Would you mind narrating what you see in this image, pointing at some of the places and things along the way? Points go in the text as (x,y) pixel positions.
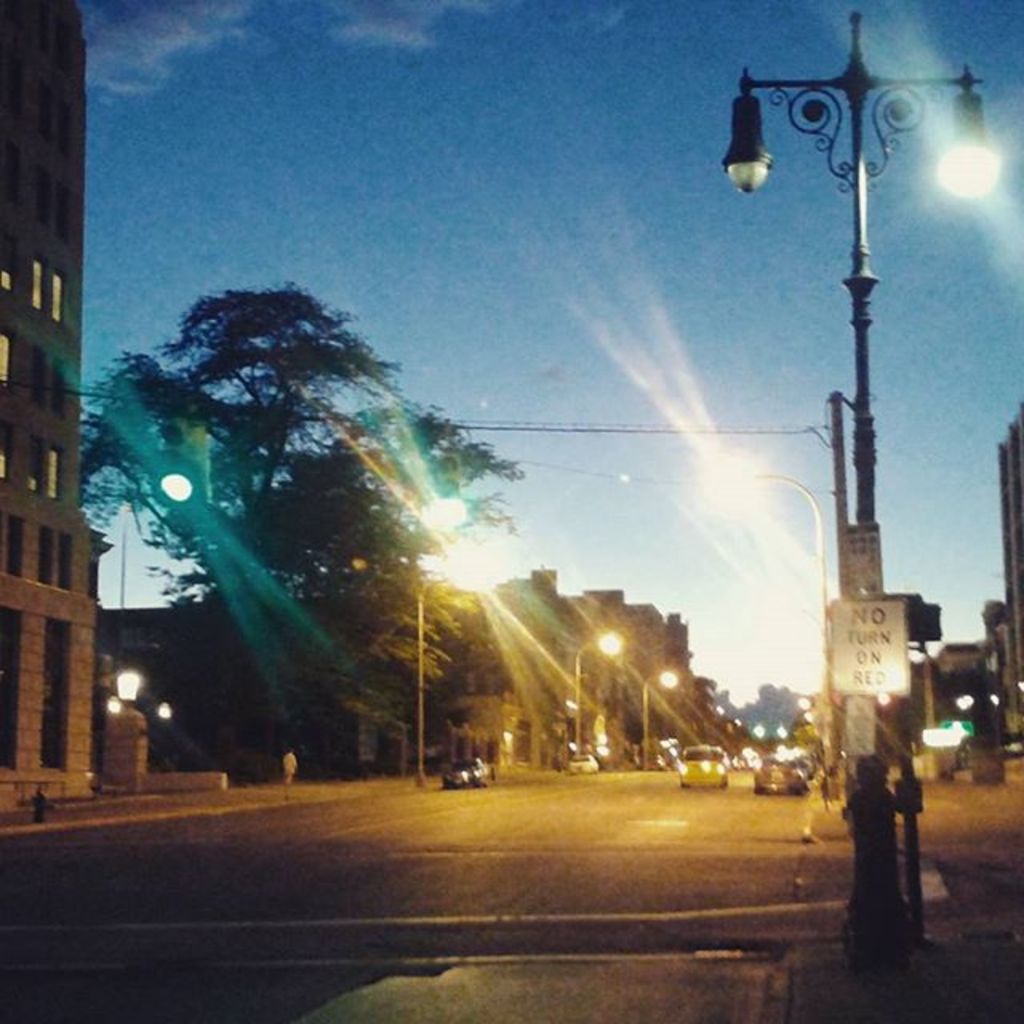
In the image there are few cars (766,764) going on the road (651,861) with street lights (853,284) on either side of it followed by trees (307,552) and buildings (43,135) on the left side (328,680), and above its sky (561,170).
